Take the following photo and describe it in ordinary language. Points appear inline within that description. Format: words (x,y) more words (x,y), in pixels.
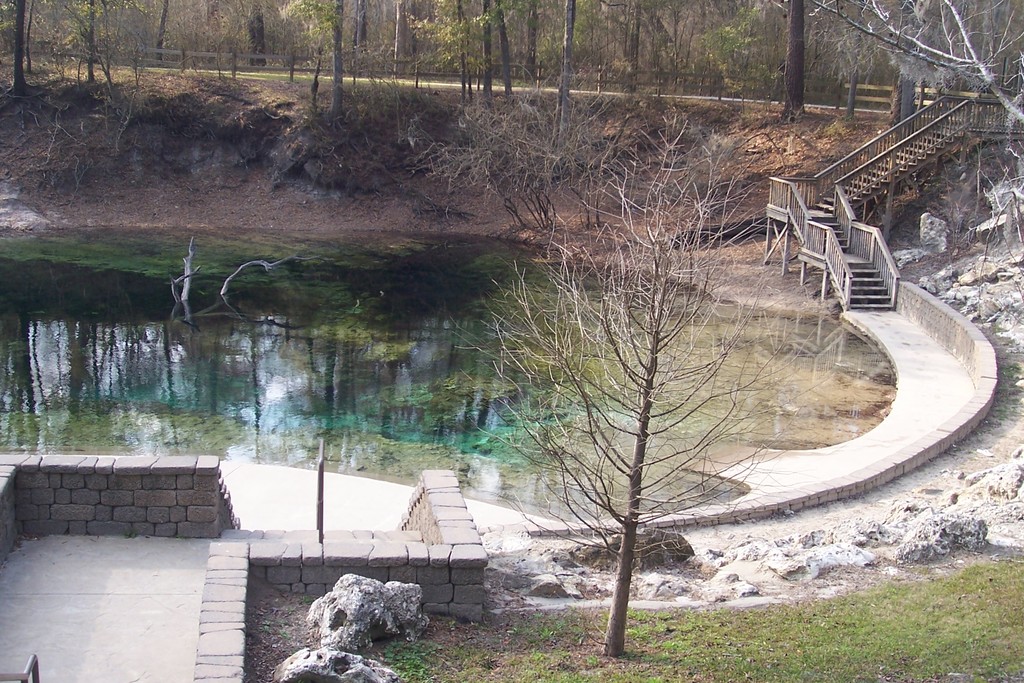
In the picture there is a pond (537,472) down the stairs (946,99) and in front of the pond (678,358) there is a dry tree (633,500) and around the tree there is some grass (803,606) and above the stairs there are a lot of trees (647,60) and there is a wooden fencing (871,89) on the left side of the stairs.
